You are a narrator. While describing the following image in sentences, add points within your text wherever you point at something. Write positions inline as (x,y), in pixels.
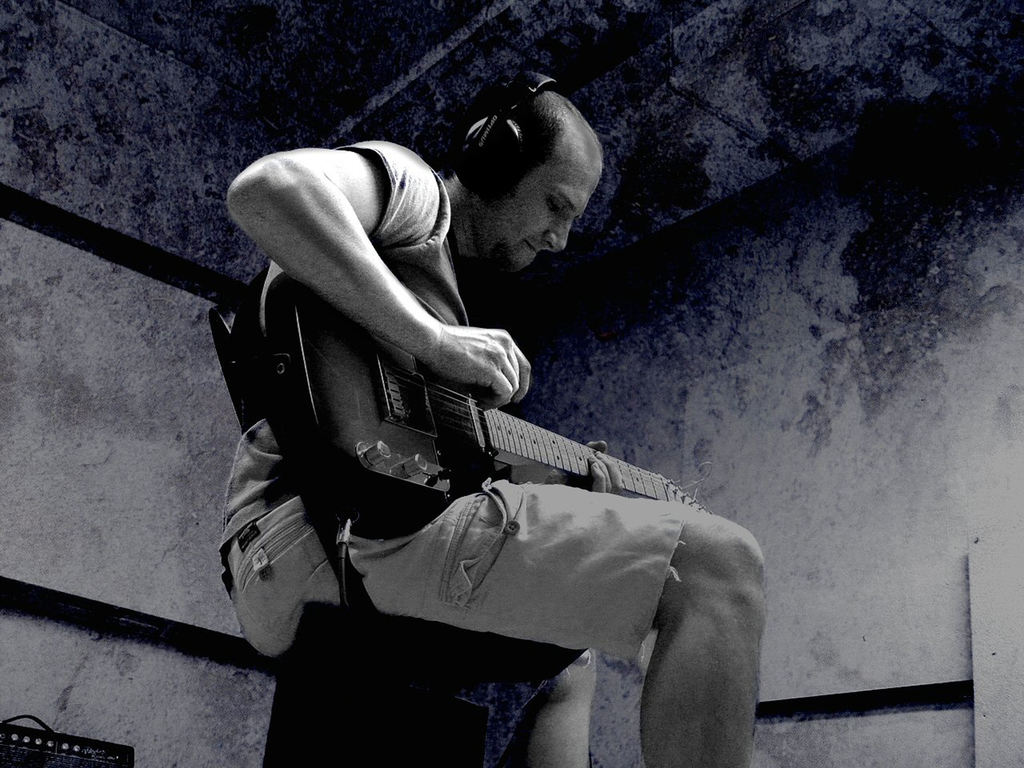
In this picture there is a man (696,728), who is sitting on the chair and playing the guitar (666,482), he has applied headphones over his head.
